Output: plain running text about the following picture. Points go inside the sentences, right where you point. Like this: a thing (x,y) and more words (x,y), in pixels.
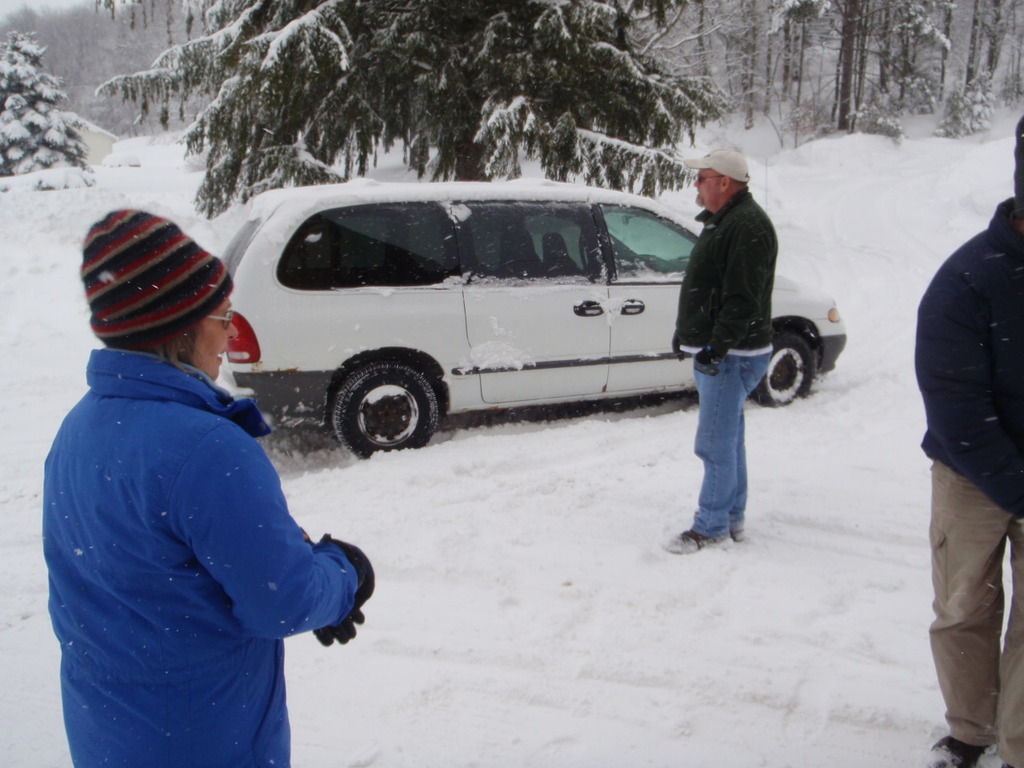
In this image I can see a person (178,547) wearing a hat (128,298) and blue jacket (183,595) is standing and few other persons (973,434) wearing black colored jackets (724,323) are standing on the snow (640,611). I can see a car (476,378) which is white and black in color on the snow (513,464). In the background (328,86) I can see few trees (316,75).
